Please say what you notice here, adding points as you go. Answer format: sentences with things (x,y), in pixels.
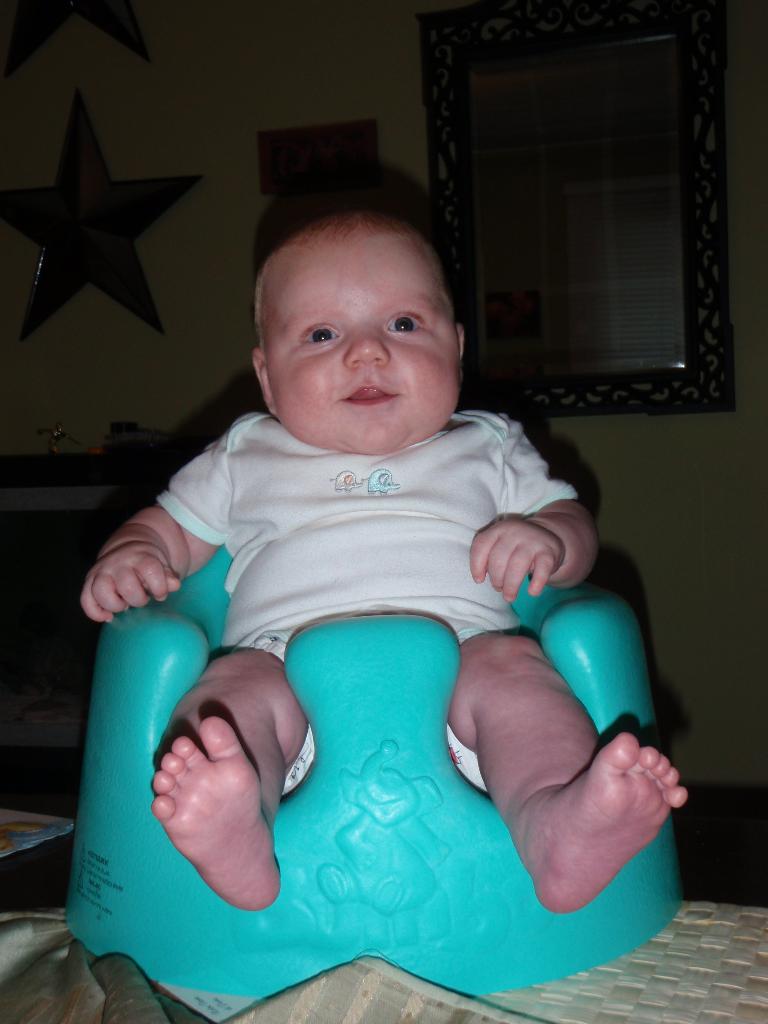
This image consists of a small kid (218,667) sitting in a chair (444,760). It is in blue color. In the background (482,347), there is a wall (739,426) along with a mirror (582,287) fixed on it.
